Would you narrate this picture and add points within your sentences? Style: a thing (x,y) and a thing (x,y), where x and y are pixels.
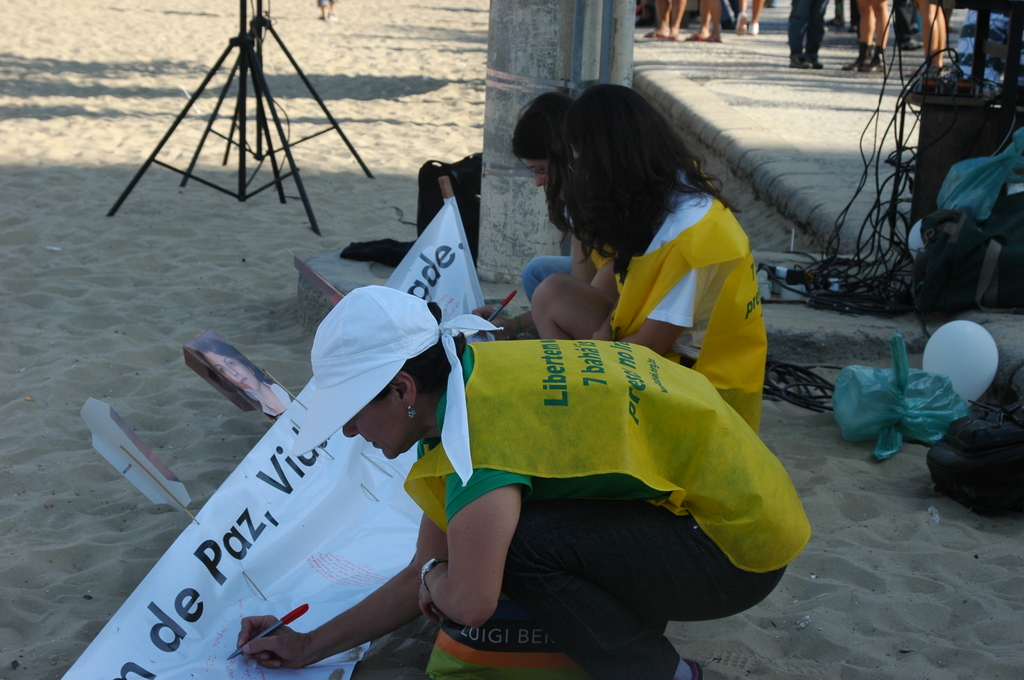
There are group of women (635,304) sitting on the sand (86,643) and writing something on a banner (360,556) and in the right side (888,252) there is a stand (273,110) and some other instruments (897,218) and behind the instruments (904,264) the legs (794,33) of few people (805,27) are visible.
